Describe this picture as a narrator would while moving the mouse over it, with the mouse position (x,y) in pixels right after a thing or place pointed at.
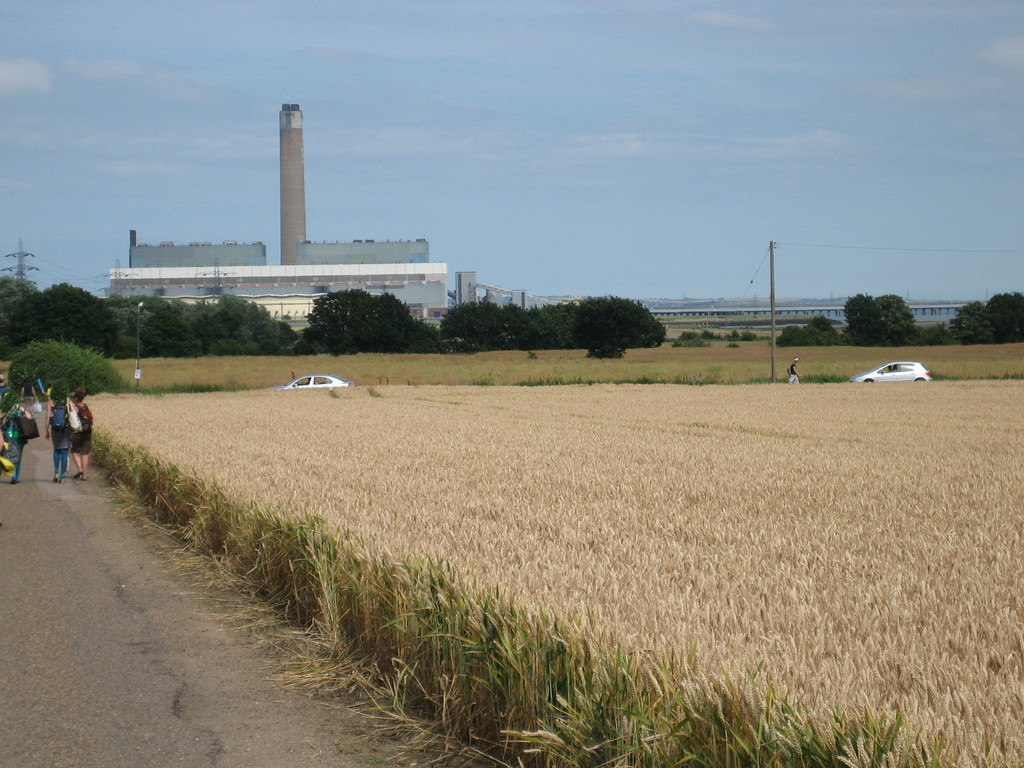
In the background (766,93) we can see the sky (578,81), building (392,290), tower (296,190). In this picture we can see the poles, transmission wires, trees (23,335), fields (716,406), vehicles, road (40,485), objects (16,452) and the people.
